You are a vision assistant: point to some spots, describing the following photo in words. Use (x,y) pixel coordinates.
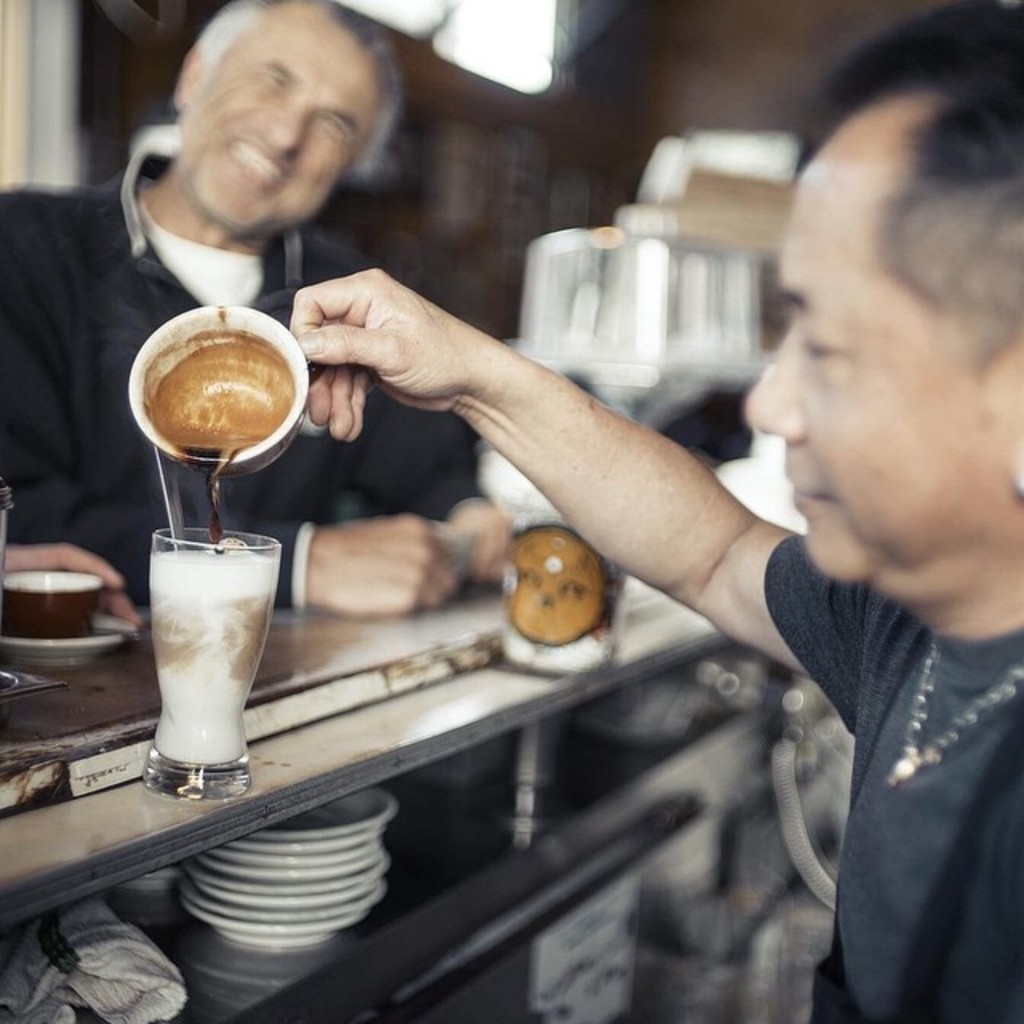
In the image we can see two men (270,211) wearing clothes (865,850), they are smiling. This is a neck chain (957,730), glass (230,642), tea cup (254,423), saucer (297,869) and many other things (460,907). The background (568,161) is blurred.
